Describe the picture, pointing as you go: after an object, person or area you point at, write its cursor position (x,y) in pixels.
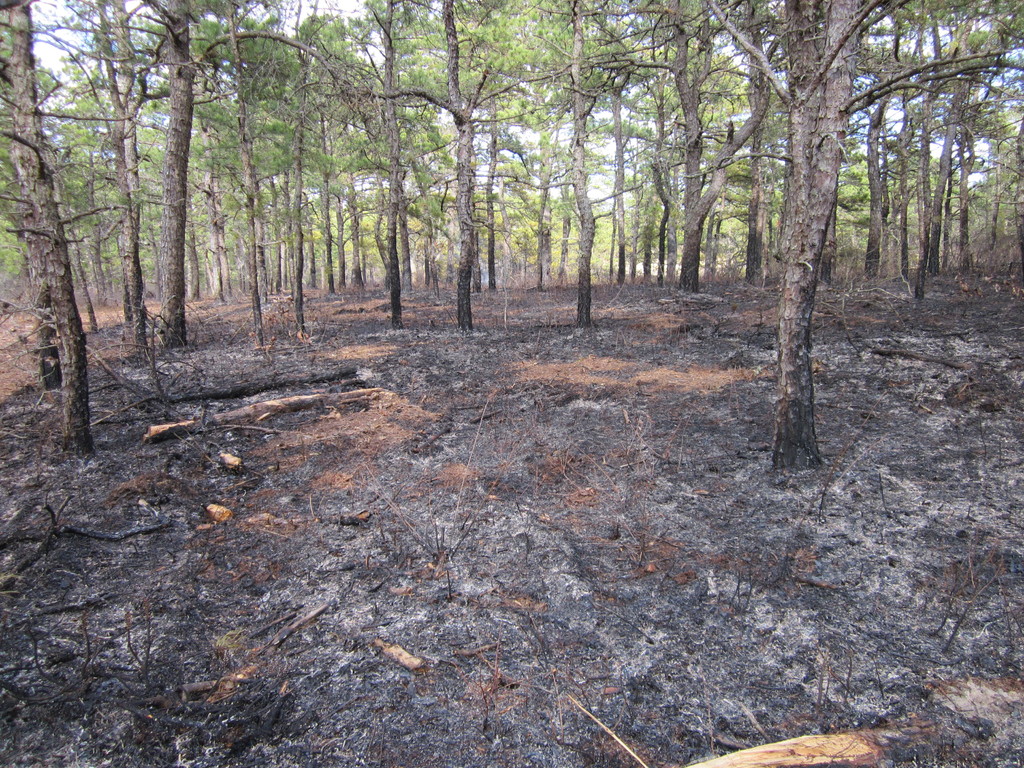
In the picture there are many trees (433,103) present, there is a clear sky (88,41).
